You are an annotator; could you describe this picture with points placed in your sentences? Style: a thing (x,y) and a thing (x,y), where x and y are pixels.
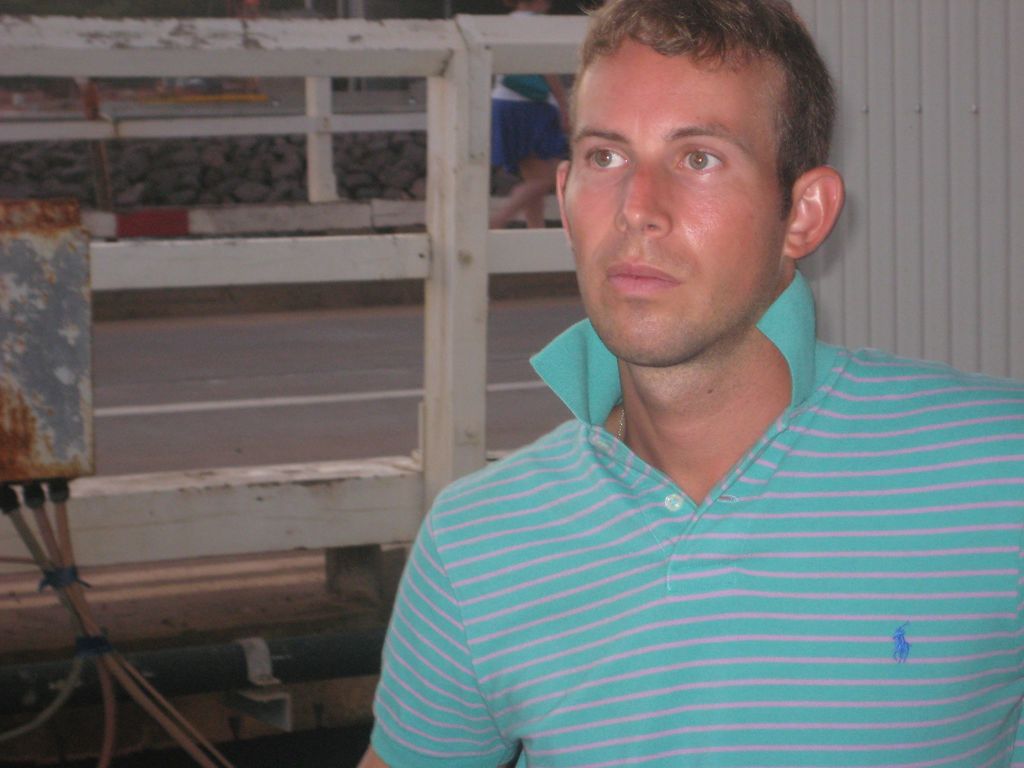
In the center of the image (577,437) there is a person (580,719). In the background (131,418) we can see wall (907,52), road (118,408), woman (532,154) and stones (196,175).
